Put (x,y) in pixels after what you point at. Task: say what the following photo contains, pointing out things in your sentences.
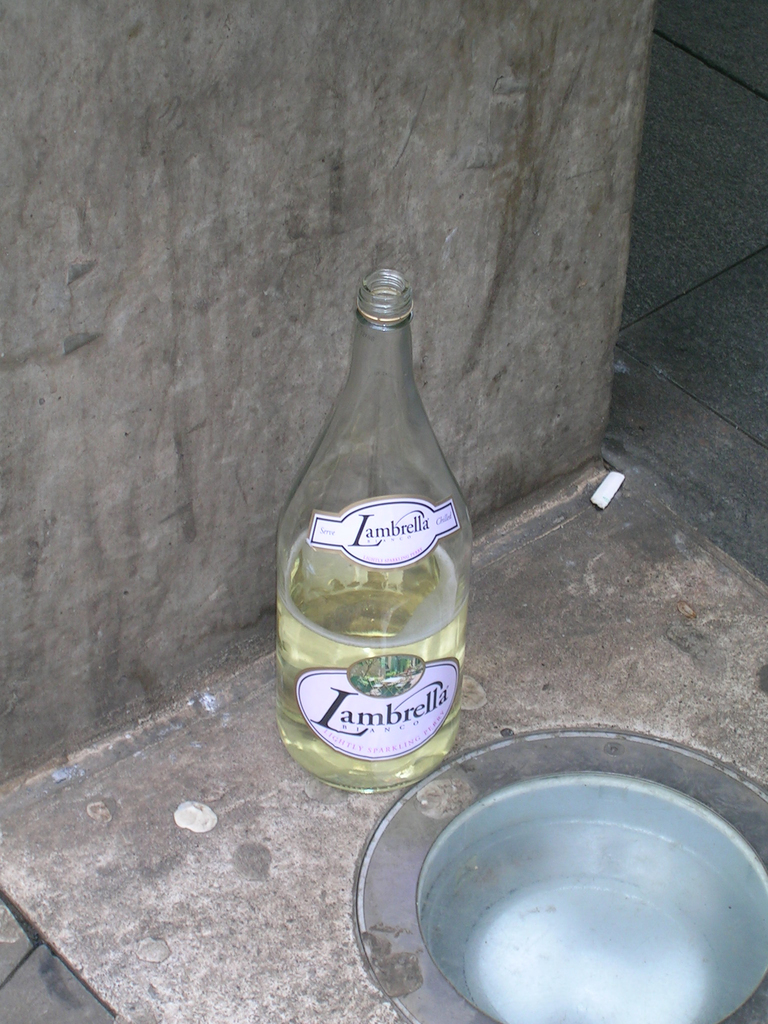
In this image, we can see a bottle (358,650) that is filled with a liquid (305,652). On top of the bottle (365,694), we can see a sticker (399,720). That is named as lambrella. Beside the bottle (409,760), we can see a bowl (523,831) and a floor (717,331) and a wall (191,273) here. We can see some white color thing (603,490).
